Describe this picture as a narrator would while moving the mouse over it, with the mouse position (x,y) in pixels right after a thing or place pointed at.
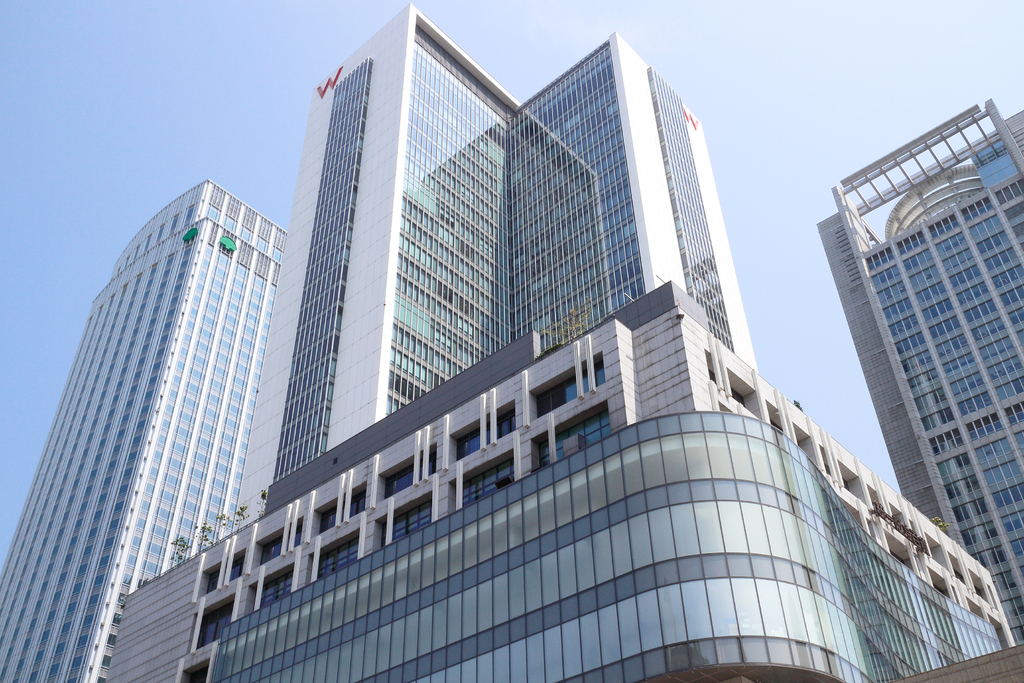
There are buildings (978,301) having glass windows (554,276). In the background (783,318), there is blue sky (59,202).
